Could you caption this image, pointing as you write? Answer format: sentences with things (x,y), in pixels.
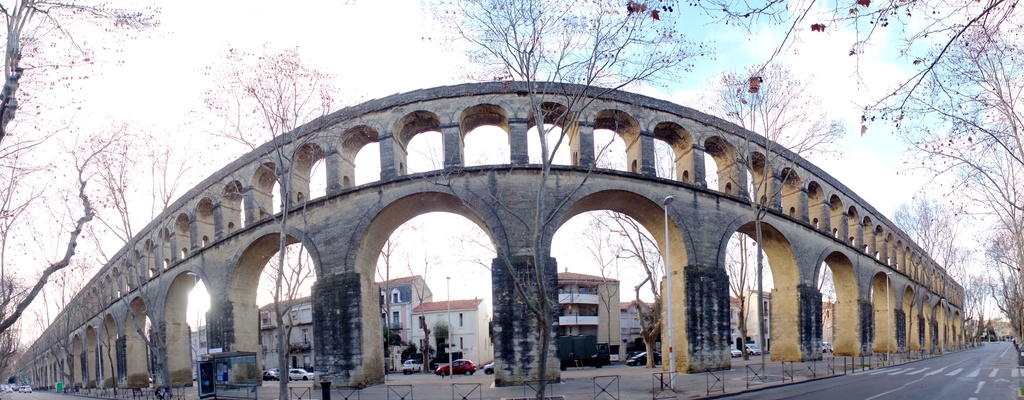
In this image we can see buildings (502,235), vehicles (22,388), road (770,391), trees (762,356), cars (462,365), poles (450,369), sky (592,74) and clouds (704,109).
